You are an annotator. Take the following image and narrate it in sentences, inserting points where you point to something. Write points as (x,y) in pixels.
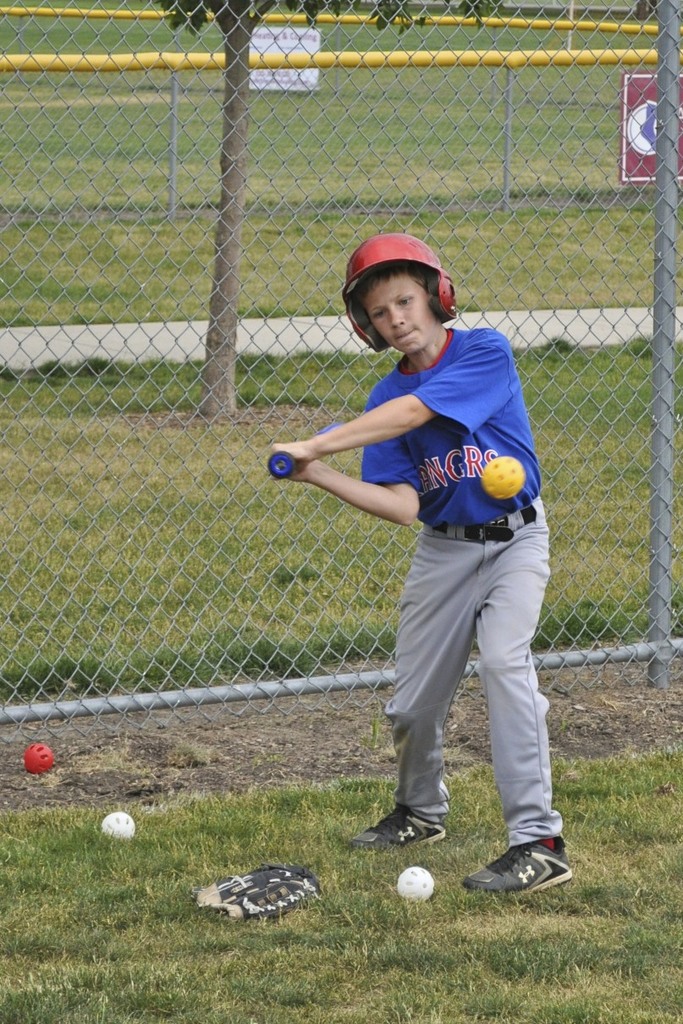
In this picture I can see a boy (368,441) holding a baseball bat (289,464) and trying to hit a ball (499,480) and I can see three balls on the ground (153,792) and I can see a glove (267,883) and I can see metal fence (211,216) and a tree (236,263) and couple of boards (287,35) with some text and pictures (638,116) in the back (597,79) and I can see grass (258,364) on the ground (230,752) and boy (402,284) wore a cap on his head (393,272).
